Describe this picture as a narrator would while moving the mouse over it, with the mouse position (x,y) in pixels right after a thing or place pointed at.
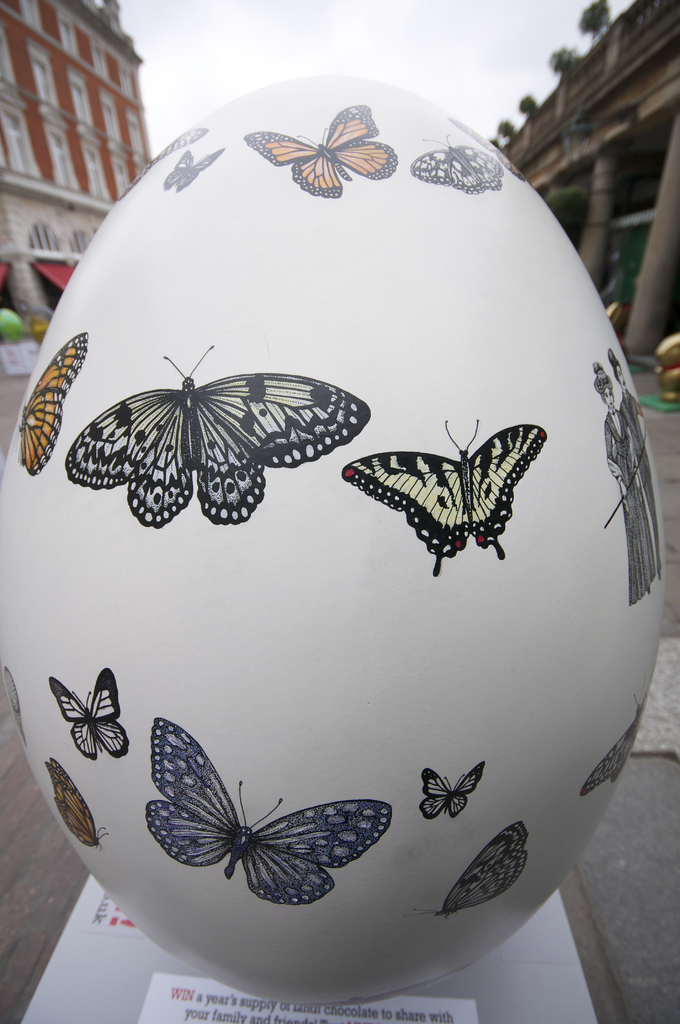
In the center of the image (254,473) we can see one white color object (142,989). On the object (153,952), we can see papers (174,981) and one egg shaped object (342,505). On the egg shaped object (206,536), we can see some painting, in which we can see a few butterflies (295,464). On the papers (172,1015), we can see some text (211,1003). In the background (388,65) we can see the sky (380,6), clouds (240,60), buildings (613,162), pillars (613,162), white color object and a few other objects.
